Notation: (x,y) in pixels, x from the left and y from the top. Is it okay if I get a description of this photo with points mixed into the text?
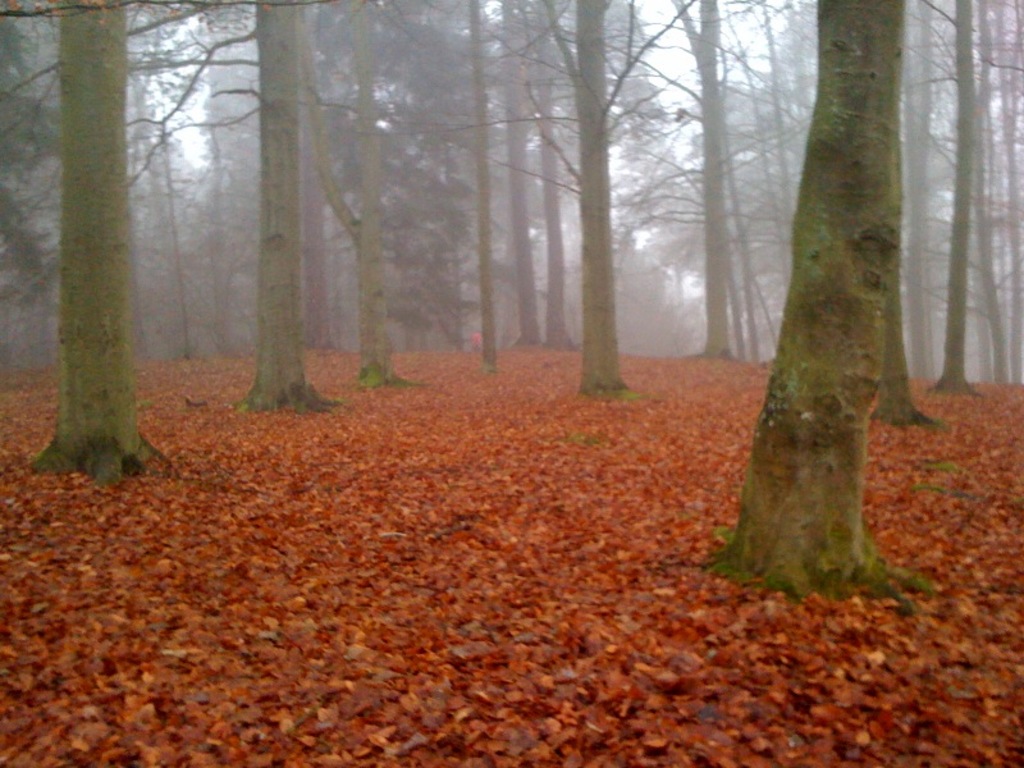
In this image there is a land (85,496) that is covered with leaves (533,470), in the background (298,180) there are trees (1,277).
